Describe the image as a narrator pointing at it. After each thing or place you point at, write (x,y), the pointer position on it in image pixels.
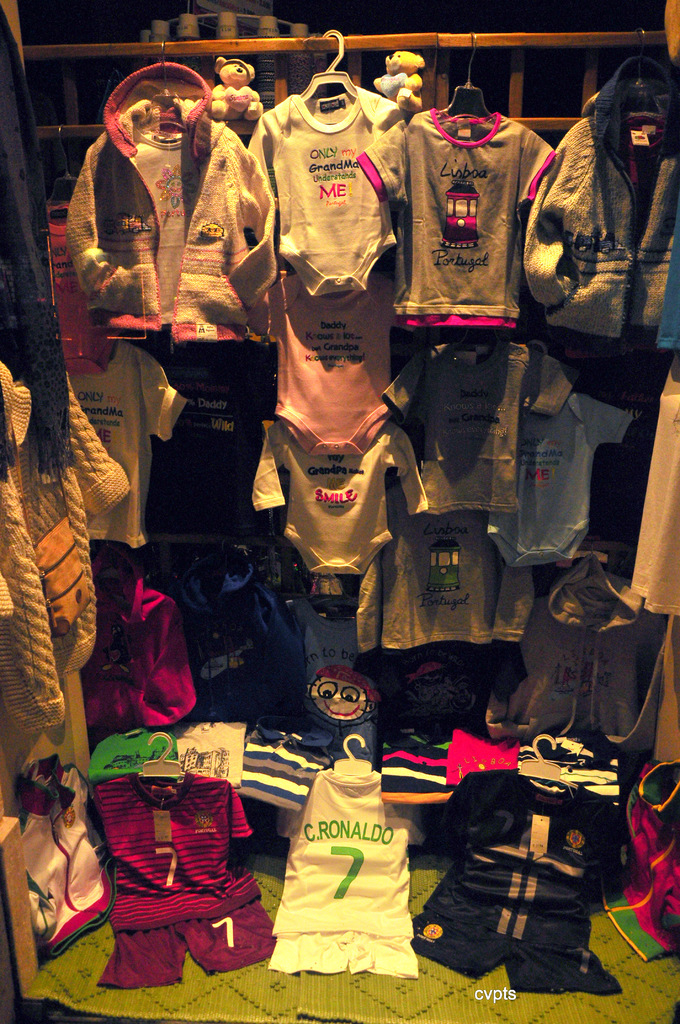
In this image, I can see few clothes (334,371) hanging to the hanger (334,80) and few clothes (135,833) are placed on the floor (406,1010). This looks like a mat (192,985), which is green in color. I can see the watermark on the image.
